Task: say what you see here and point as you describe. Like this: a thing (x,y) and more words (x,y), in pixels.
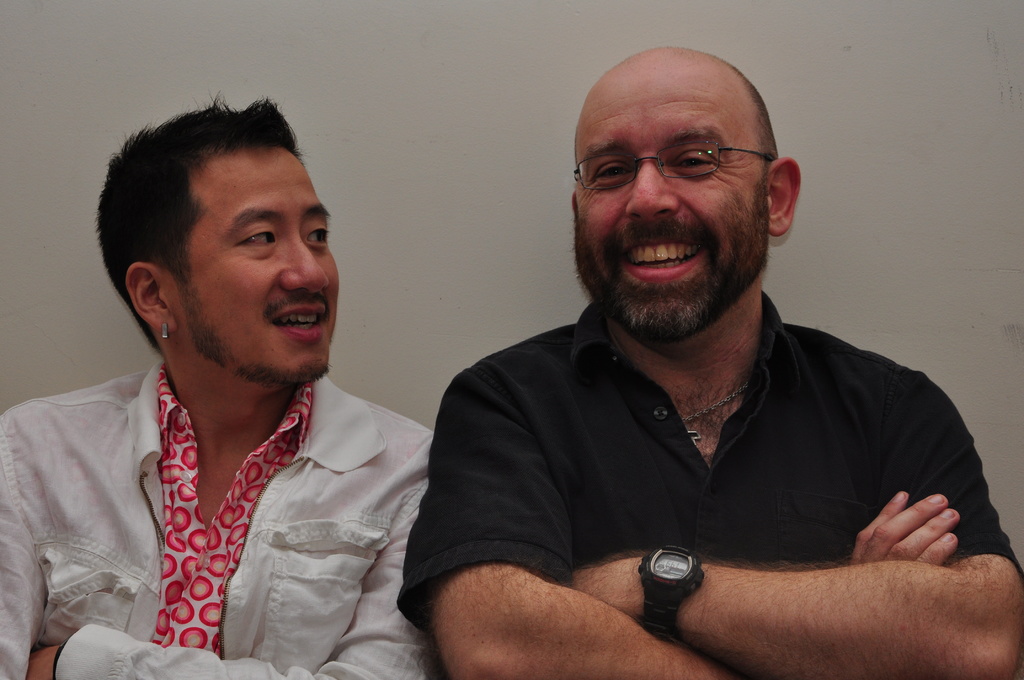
In the center of the image (519,432) we can see two persons (480,560) are smiling and they are in different costumes (430,522). Among them, we can see one person (617,378) is wearing glasses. In the background (886,244) there is a wall (537,217).
